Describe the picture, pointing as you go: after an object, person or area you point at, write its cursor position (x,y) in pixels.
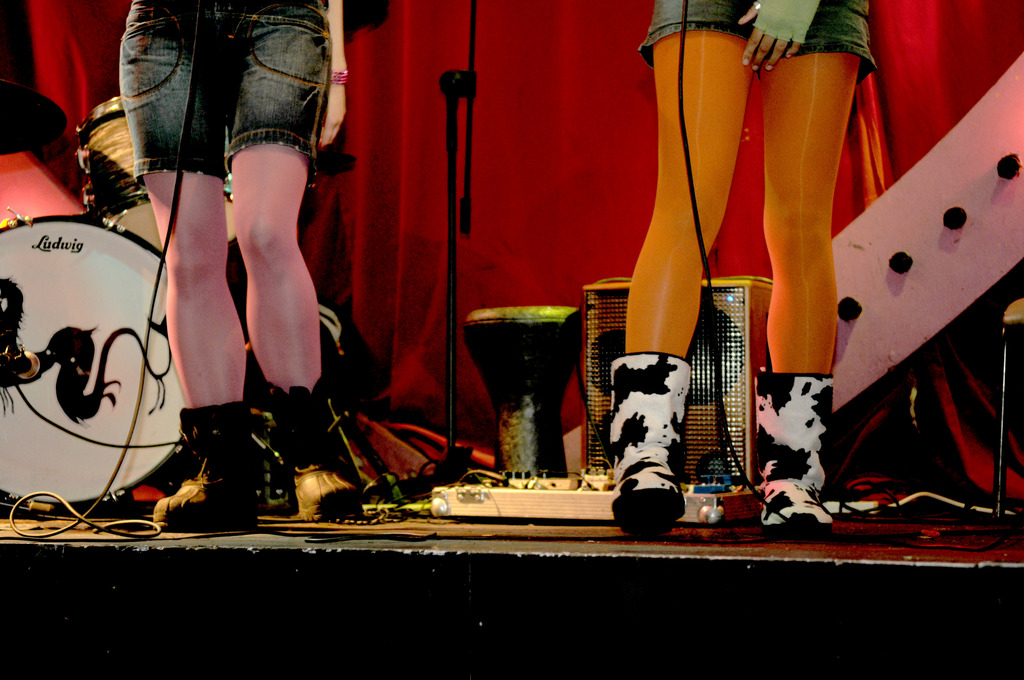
In this image in the center (656,229) there are persons (186,244) standing. In the background (158,300) there are musical instruments (80,227), there is a stand (455,176) in the center (460,235) and in the background (554,148) there is a curtain (553,142) which is red in colour.
